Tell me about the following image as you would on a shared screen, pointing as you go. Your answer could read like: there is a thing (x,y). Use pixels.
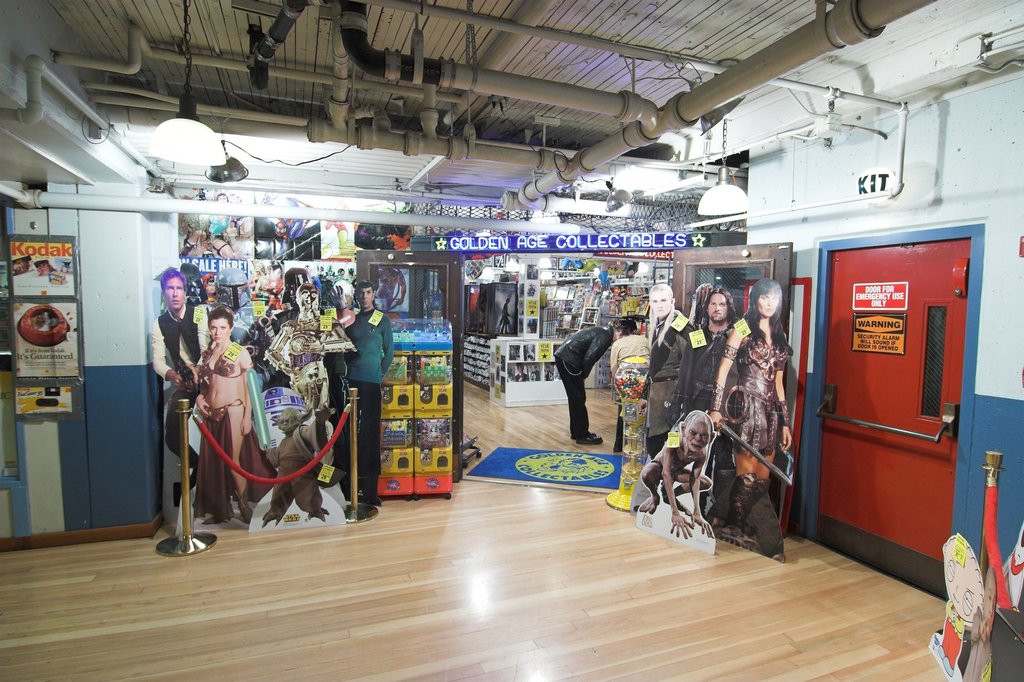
In this image I can see red color door (881,392), wall (754,236), pipes (742,83), lights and a person (567,376) on the floor (578,445). I can also see some other objects (701,384) on the floor (520,530).
